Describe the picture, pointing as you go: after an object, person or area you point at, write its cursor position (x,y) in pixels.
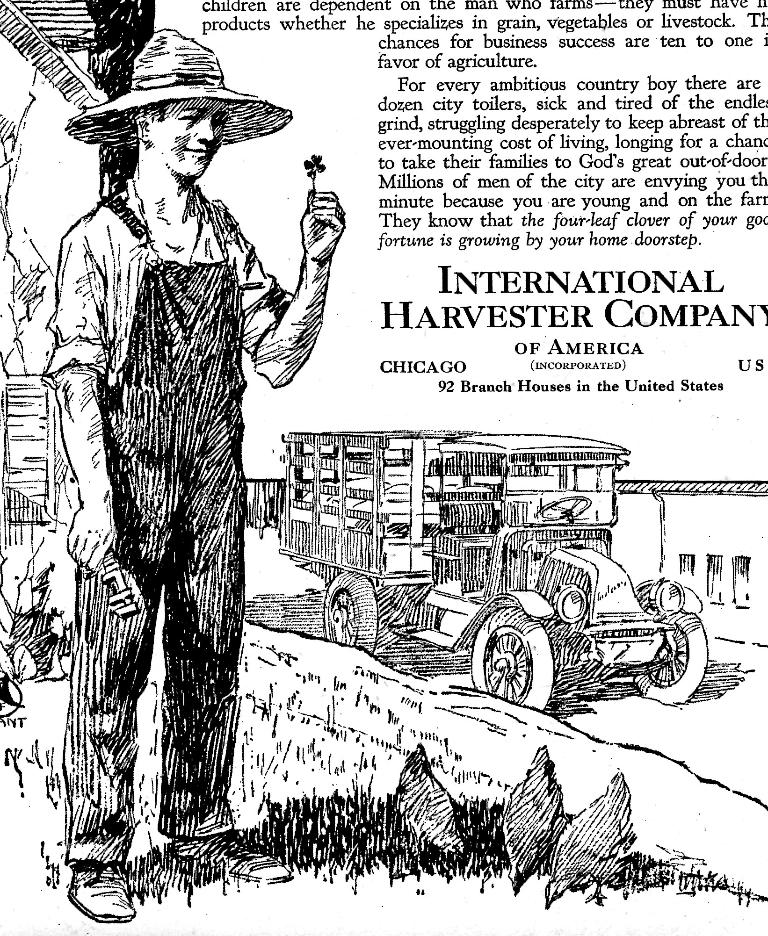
In this image I can see a person (161,454) standing and holding something. Back I can see vehicle (545,530), building (720,531) and windows (736,589) and something is written on it.
